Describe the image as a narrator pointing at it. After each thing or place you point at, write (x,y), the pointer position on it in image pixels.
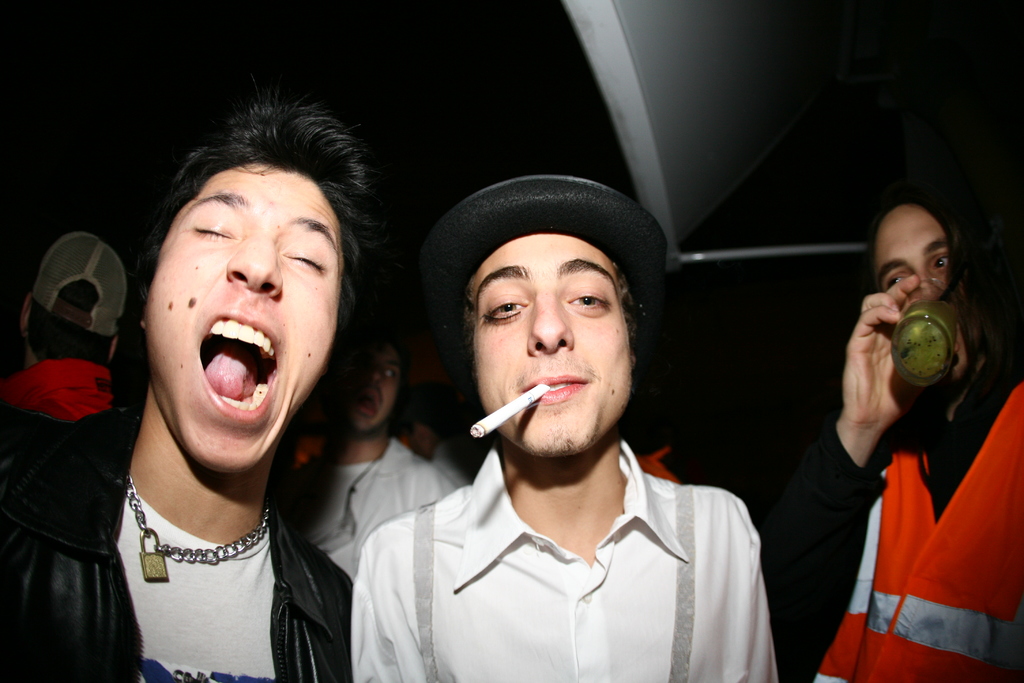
In this picture I can see 3 men (958,317) in front, in which the man (896,544) on the right (850,346) is holding a glass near to his mouth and the man (518,330) in the middle (544,360) is wearing a hat (575,199) and I can also see a cigarette (507,408) in his mouth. I see that it is dark in the background (691,297) and I see few people (61,320). On the top of this picture (610,95) I can see the white color thing (784,78).
